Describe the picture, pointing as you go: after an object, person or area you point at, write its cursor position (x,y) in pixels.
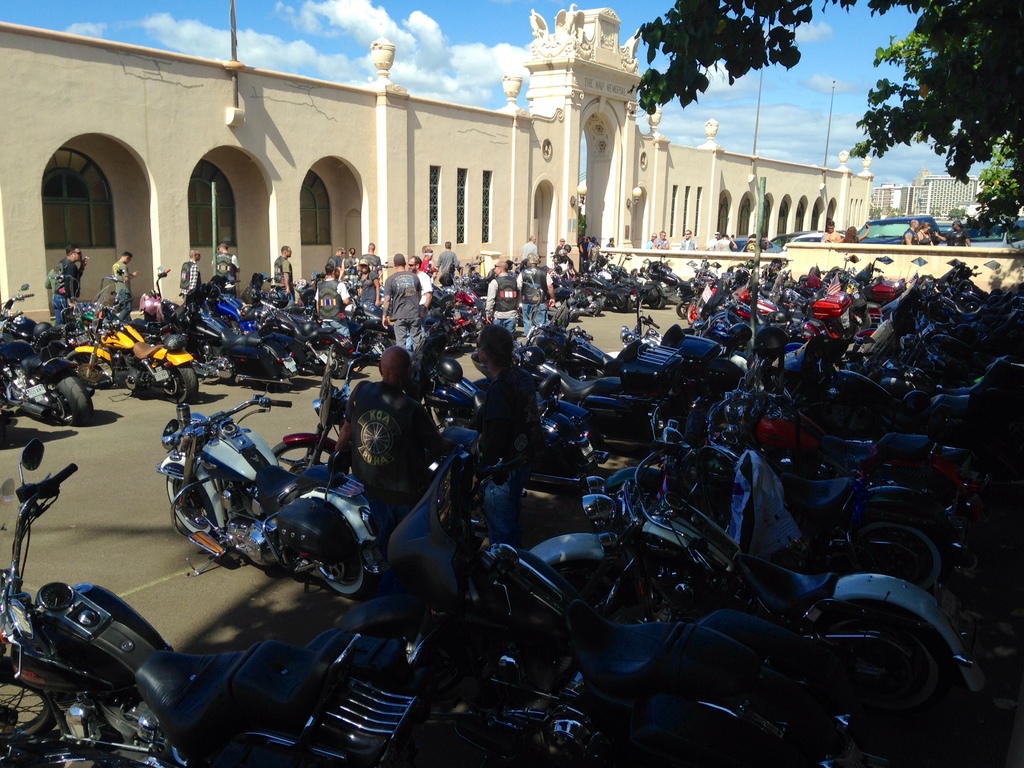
There are many motorcycles (607,511). Some people (391,307) are there. In the background (273,138) there is a building (272,168) with arched, windows (434,196). On the right side (874,154) there is a tree (954,105). In the background (423,46) there is sky (418,41) with clouds (431,32).
